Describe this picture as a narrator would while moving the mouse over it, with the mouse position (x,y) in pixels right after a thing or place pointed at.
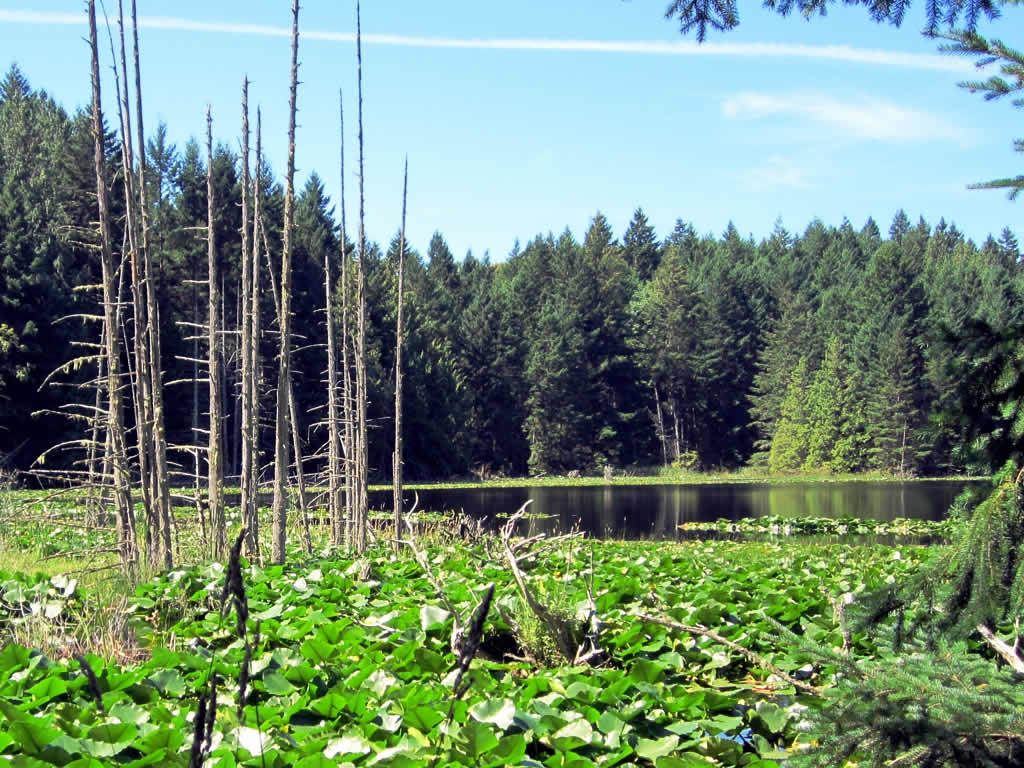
In this picture we can see water (916,495), trees (801,287) and in the background (921,47) we can see the sky (690,79) with clouds (741,101).
